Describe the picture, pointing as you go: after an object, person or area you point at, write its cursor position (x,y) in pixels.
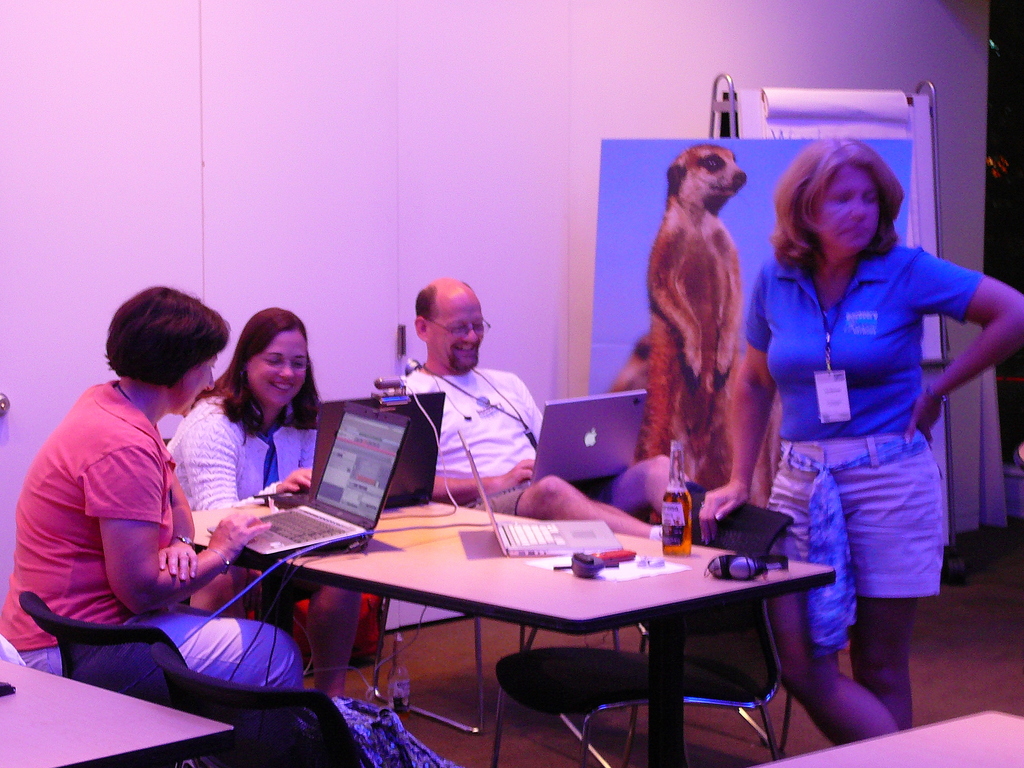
This picture shows about four peoples (469,428) three persons (303,411) sitting on the chairs (134,678) and they are working on their laptops (620,430) in the right side of the image (837,392) a woman (861,396) is standing, we can see beer bottle (673,483), headphones (731,573) and some accessories (596,558) in front of them on the table (554,593). We can see a painting (619,355).
